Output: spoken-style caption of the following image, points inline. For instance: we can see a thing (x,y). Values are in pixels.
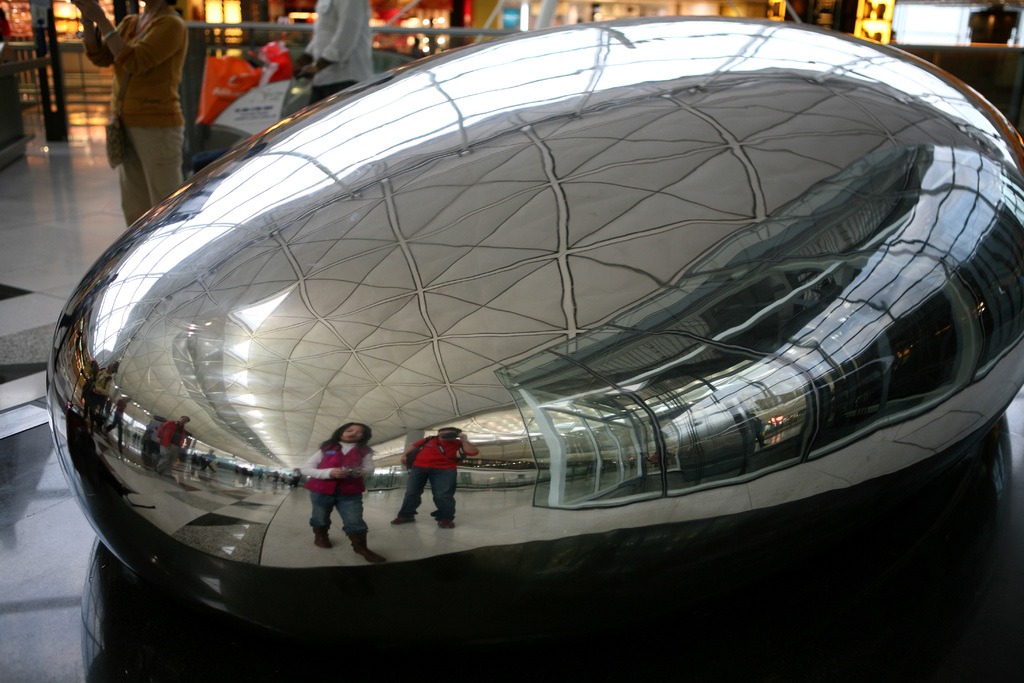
In the picture we can see an oval shaped mirror structure (476,518) which is kept on the floor (35,532) and in that we can see the images of some persons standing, roof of the building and some glass cabins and behind the oval shaped structure (463,518) we can see some people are standing and in the background (219,53) we can see some shops (488,14) and lights (234,54).
